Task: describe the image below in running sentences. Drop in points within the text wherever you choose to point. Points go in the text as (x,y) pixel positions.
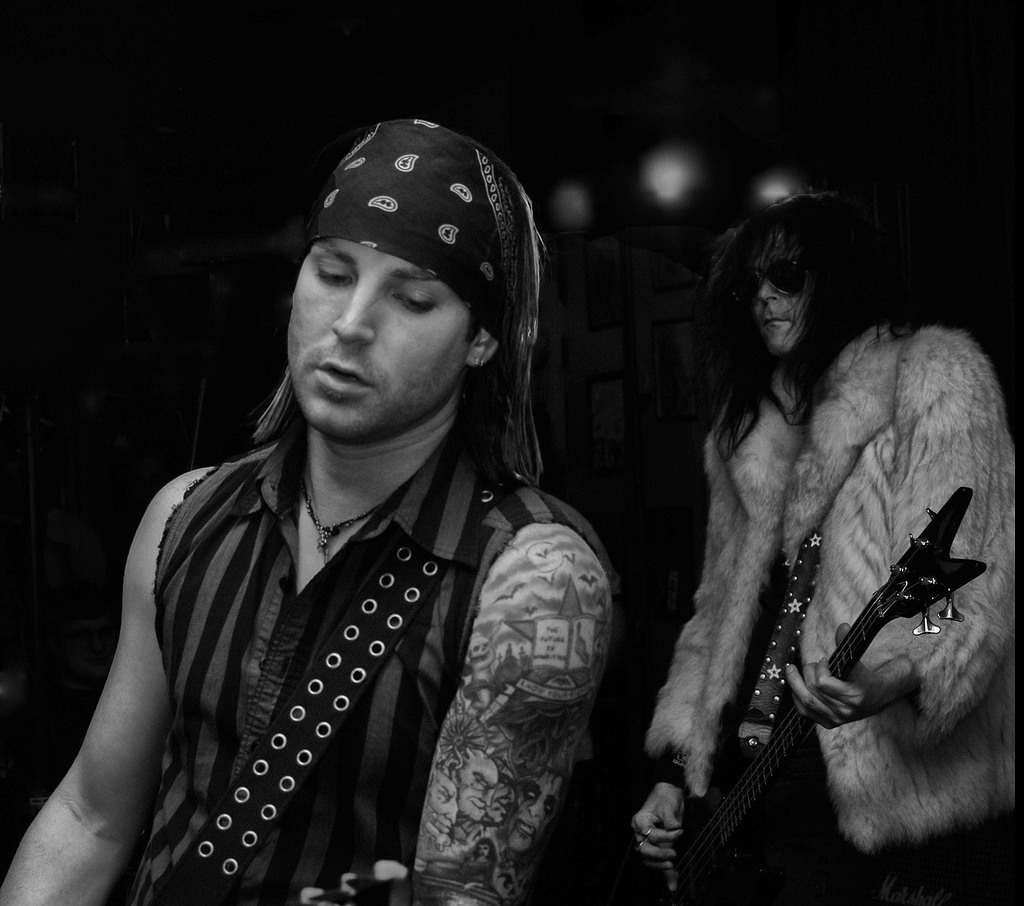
In this image I can see two men (913,661) where one of the men (703,787) is holding a guitar (953,512).
